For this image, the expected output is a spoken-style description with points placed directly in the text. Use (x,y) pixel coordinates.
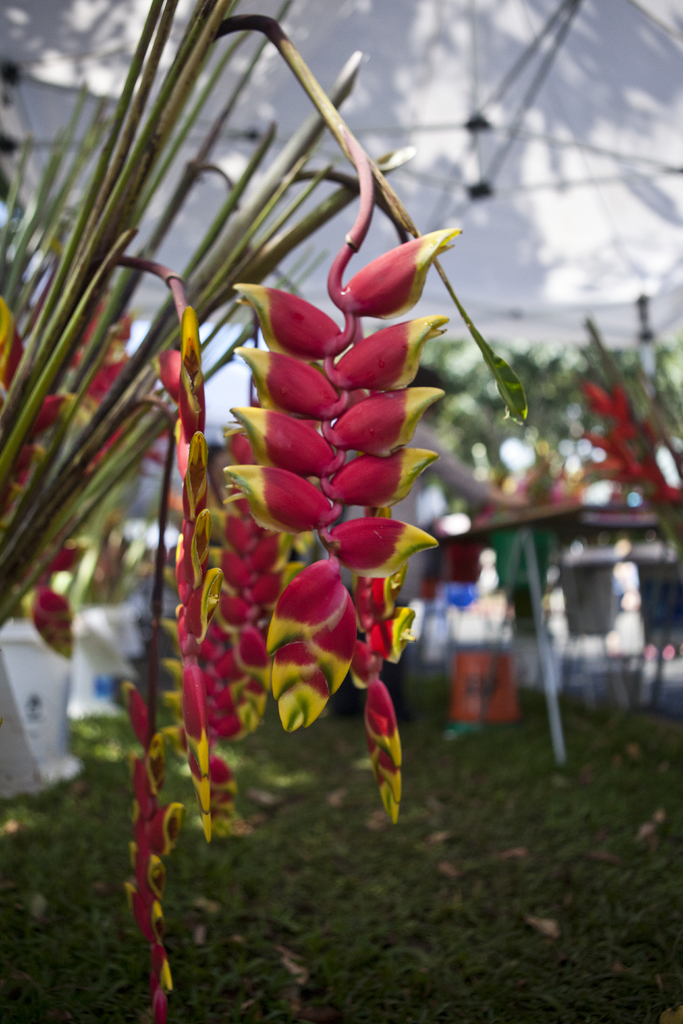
In the foreground of the picture (251,601) we can see flowers (291,400). At the bottom (285,911) there is grass (388,898). The background (668,665) is blurred.
